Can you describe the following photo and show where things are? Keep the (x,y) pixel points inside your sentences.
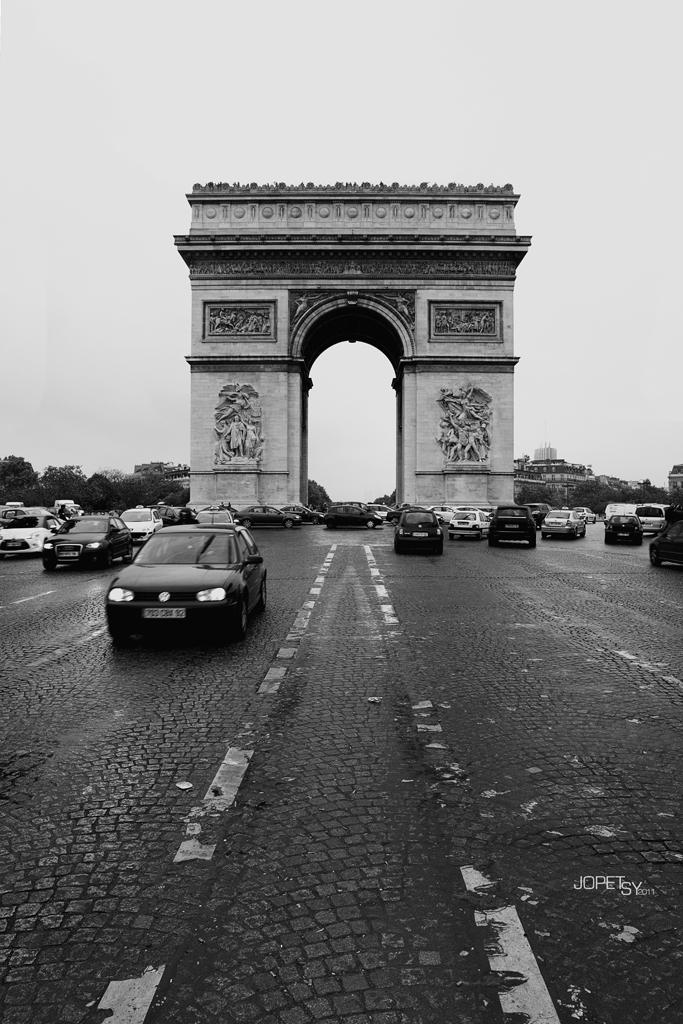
In this picture there are vehicles (497,535) on the road (290,865) and there is a monument (202,266). At the back (625,495) there are trees (625,497) and buildings (547,470). At the top (252,19) there is sky (322,25). At the bottom (371,865) there is a road (271,903). At the bottom right (637,893) there is a text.
